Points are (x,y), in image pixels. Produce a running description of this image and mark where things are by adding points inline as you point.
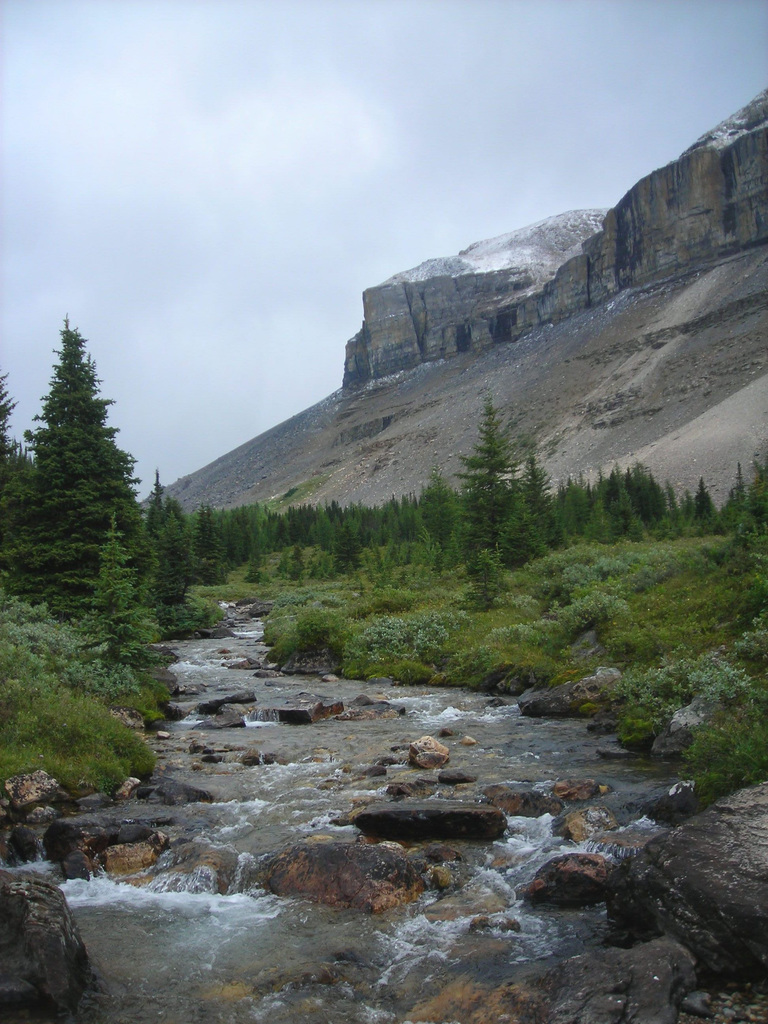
In this image there are trees (46,487) in the middle of them there is a water flow (257,807) and there are some rocks (379,710). In the background (591,258) there is a mountain (500,270) and the sky (149,169).
